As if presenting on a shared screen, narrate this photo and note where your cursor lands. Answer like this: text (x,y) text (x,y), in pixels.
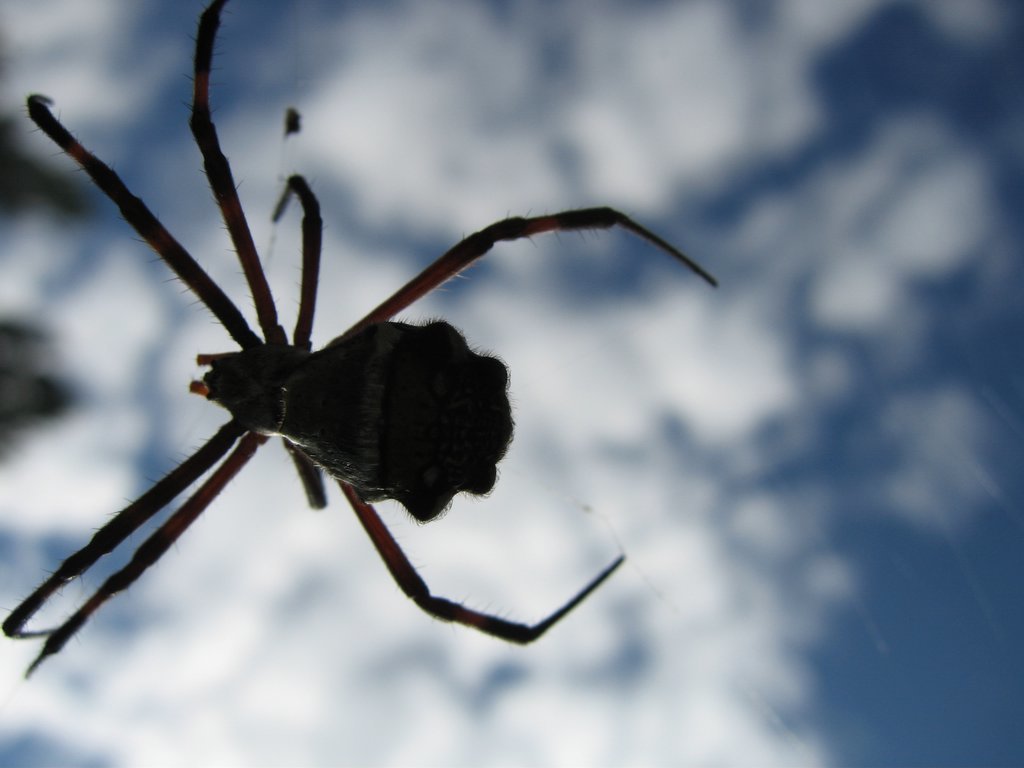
In this image we can see a spider (404,407) on the web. On the backside (637,501) we can see the sky (630,308) which looks cloudy.
